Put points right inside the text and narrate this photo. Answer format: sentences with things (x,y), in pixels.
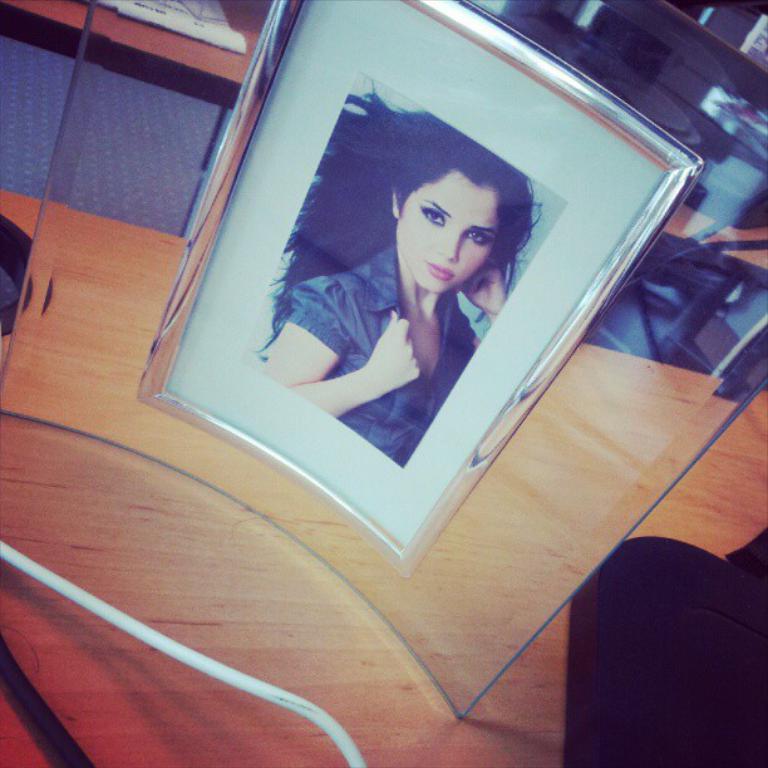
In this image we can see a photo frame (479,269) of a woman (424,311) on the wooden table (326,514), also we can see a black colored object (670,636) on it, there are papers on the other table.
